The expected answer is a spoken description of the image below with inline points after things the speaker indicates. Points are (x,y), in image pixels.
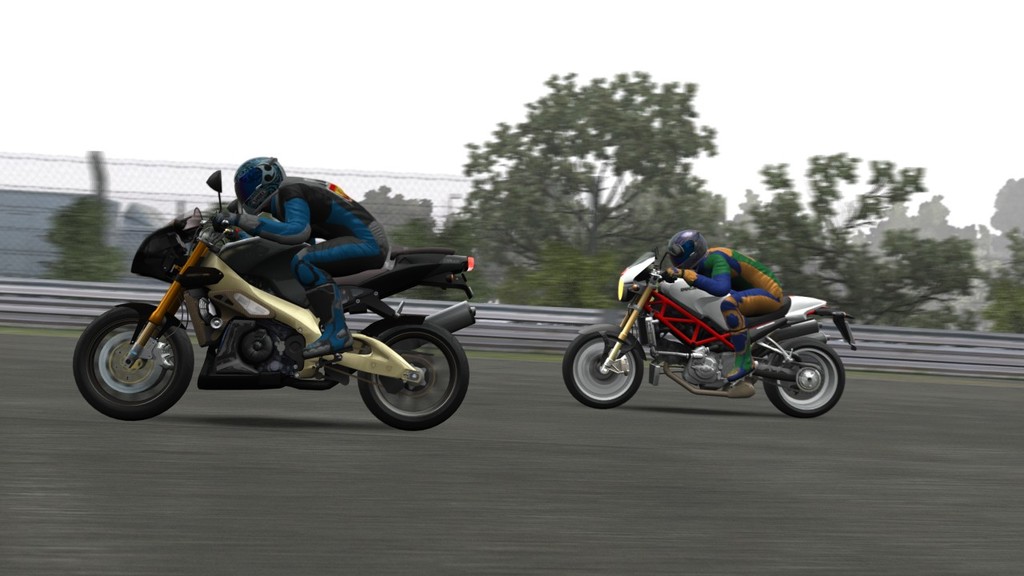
In this image there are two people (320,316) riding bikes (785,377) on the road (884,442). In the background (392,221) there are trees (786,202), buildings (18,212), net fence (404,189) and the sky (333,75).
